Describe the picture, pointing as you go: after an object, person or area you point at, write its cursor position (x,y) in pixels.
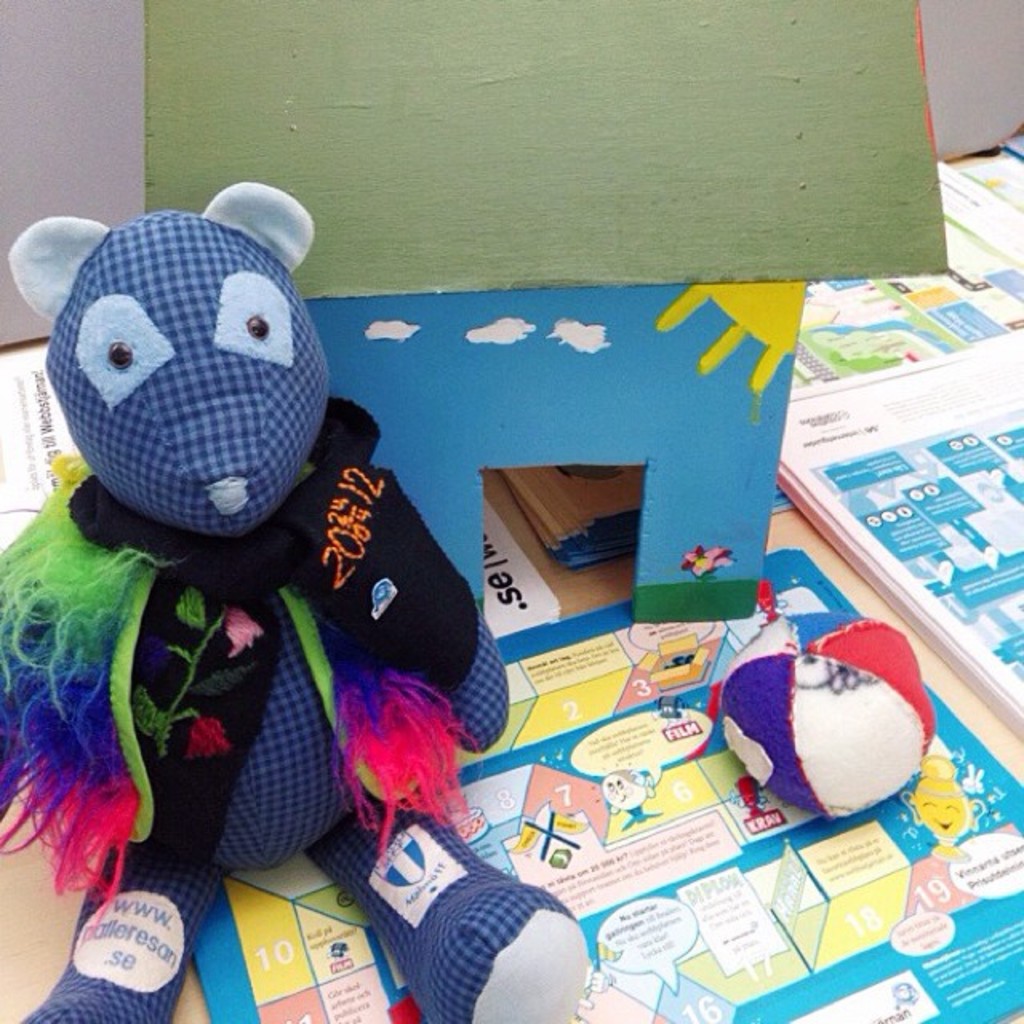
In this picture we can see toys (919,715) and papers (850,853) on the platform (1017,760) and in the background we can see card board sheets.
